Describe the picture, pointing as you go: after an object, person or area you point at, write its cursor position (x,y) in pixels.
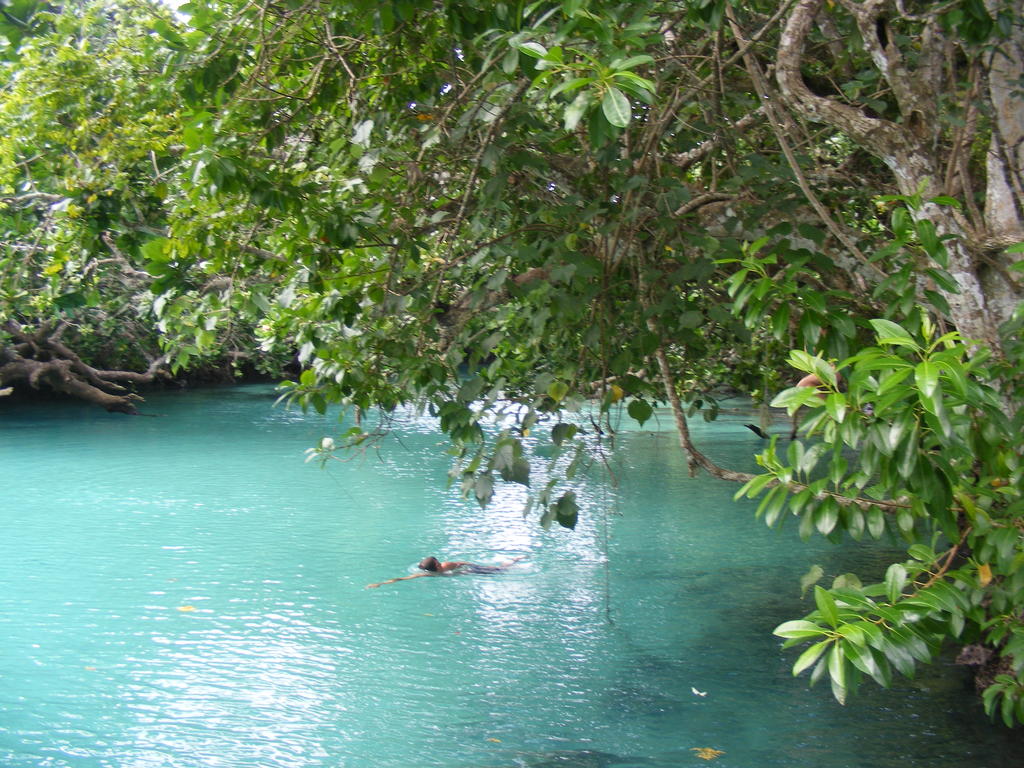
In this picture we can see a person (383,584) is swimming in the water (463,574) and behind the person (474,569) there are trees (236,197).
